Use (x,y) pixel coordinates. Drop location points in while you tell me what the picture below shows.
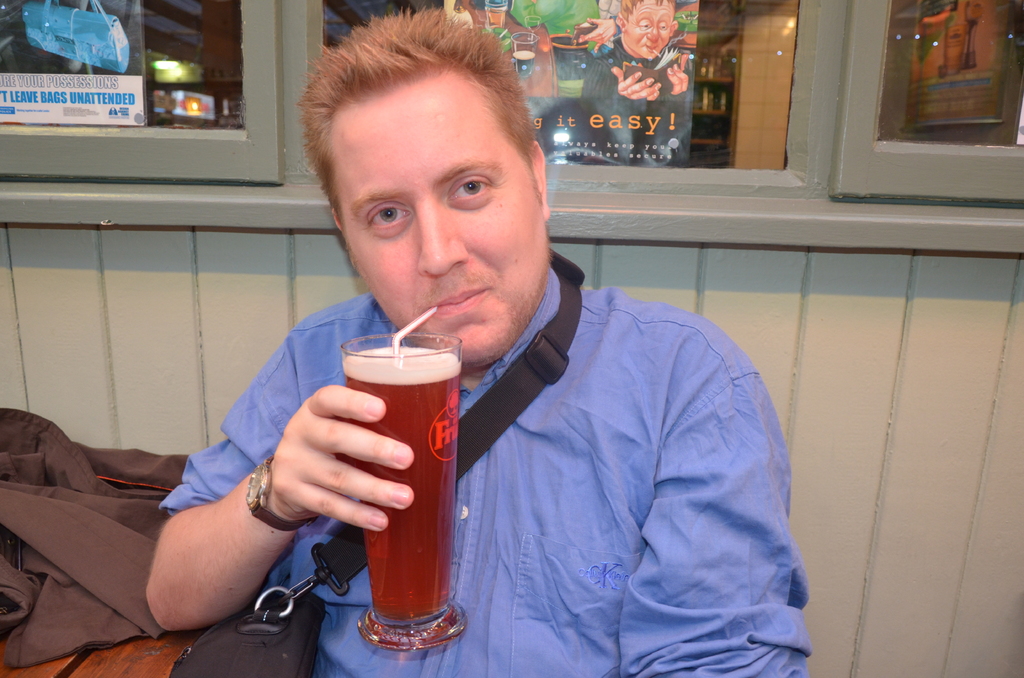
In this picture we can see a man (378,405) is holding a glass (403,574) with some liquid (407,438) and in the glass (376,382) there is a straw (395,339). On the left side of the man (401,323) there is a cloth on a wooden object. Behind the man (526,426) there is a wall (694,263) with glass windows (330,43) and on the windows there are posters (35,83).
